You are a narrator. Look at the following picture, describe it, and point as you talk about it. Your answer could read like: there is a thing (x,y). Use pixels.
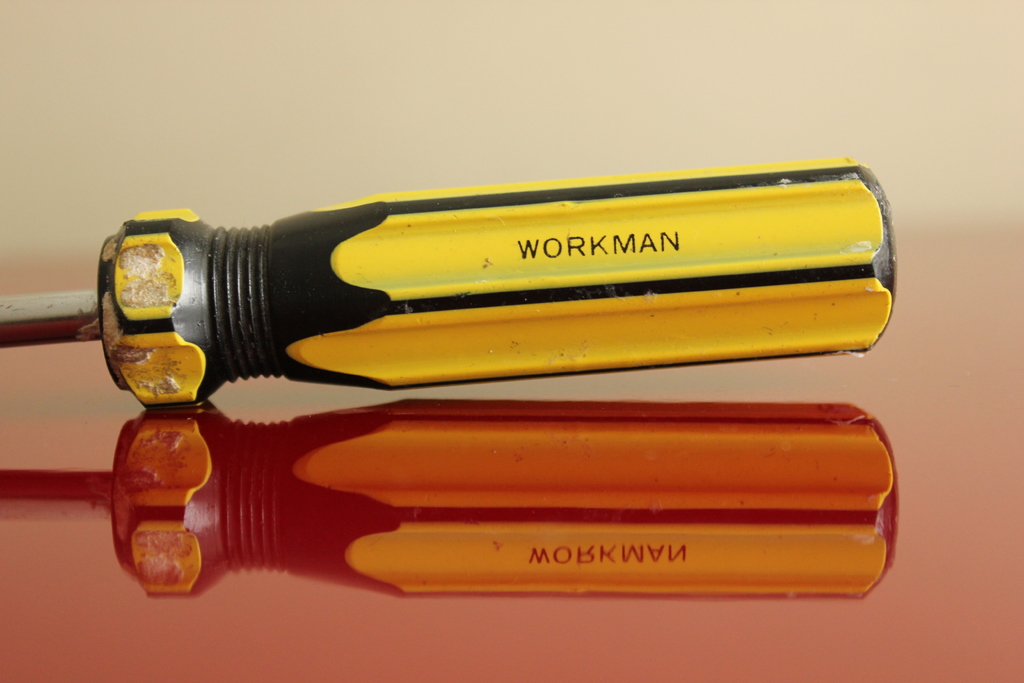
Here in this picture we can see a screwdriver (13,331) present on a table (352,402) and below that we can see reflection (461,416) of it.
